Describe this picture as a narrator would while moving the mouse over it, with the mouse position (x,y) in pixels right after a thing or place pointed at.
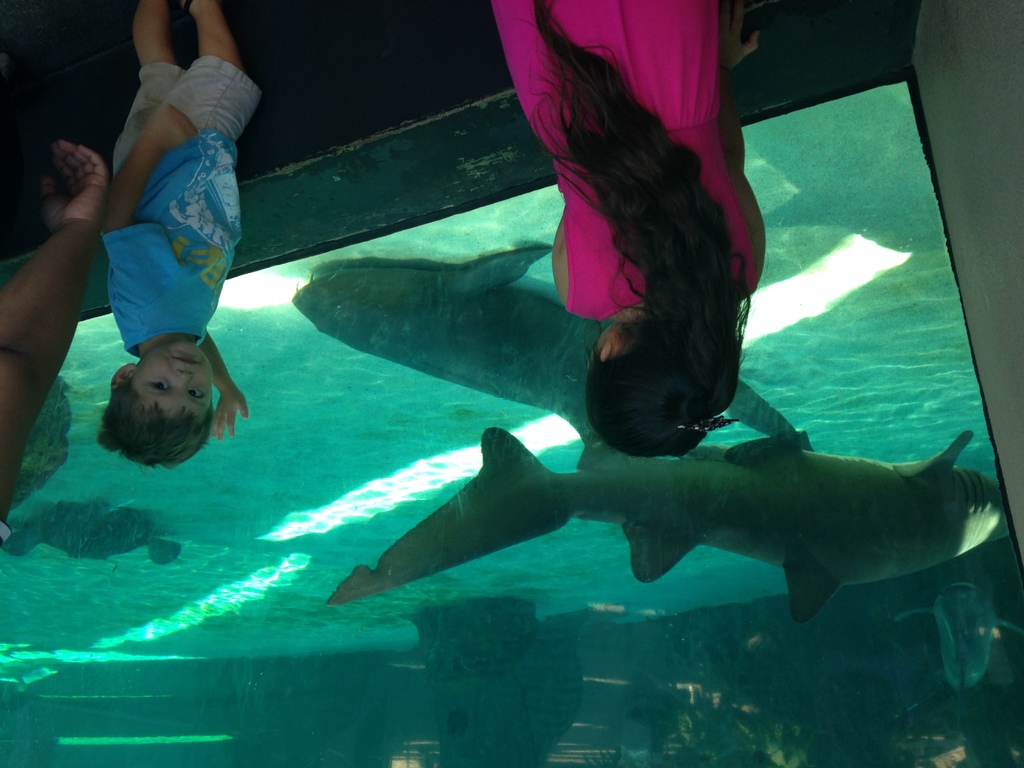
In this image we can see two kids (594,167) wearing pink and blue color dress (659,83) standing near the fish aquarium (228,547) in which there are some fishes (611,505).
